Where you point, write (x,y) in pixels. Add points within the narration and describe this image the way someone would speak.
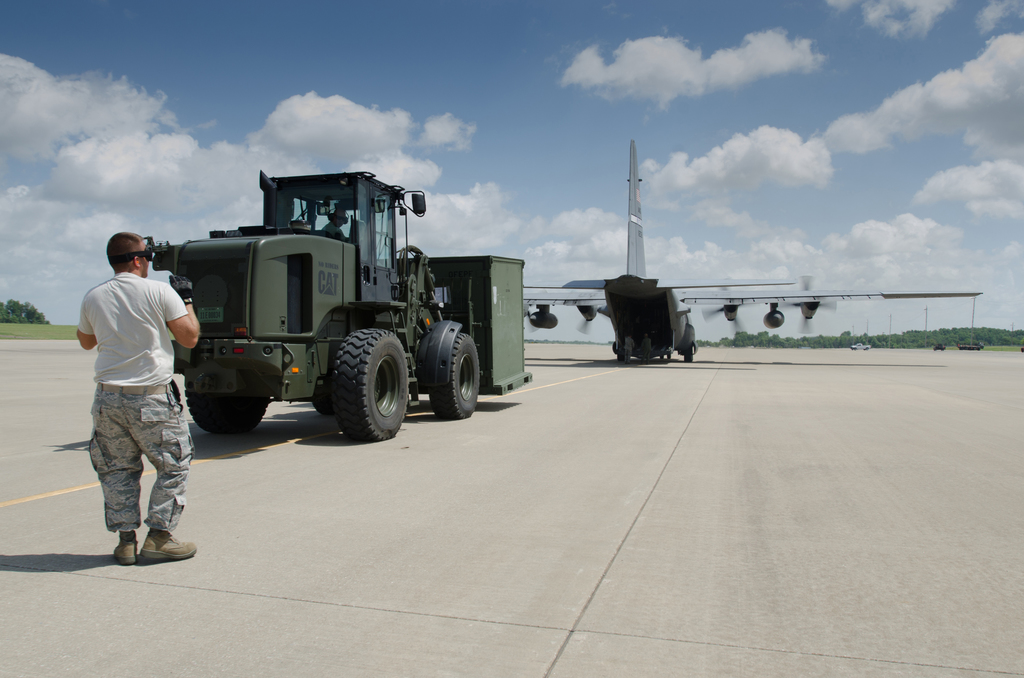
At the bottom of the picture (588,540), we see the pavement (547,507). On the left side (114,324), we see a man (178,409) in the white T-shirt (133,339) is standing. In front of him, we see a vehicle (331,255) in green color and we see a man (333,222) is riding the vehicle (434,287). In the middle (630,242), we see an airplane (564,286) is on the runway (583,362). There are trees (955,340), poles (890,316) and the vehicles (942,347) in the background (915,335). At the top (609,153), we see the clouds (773,170) and the sky (538,122).
